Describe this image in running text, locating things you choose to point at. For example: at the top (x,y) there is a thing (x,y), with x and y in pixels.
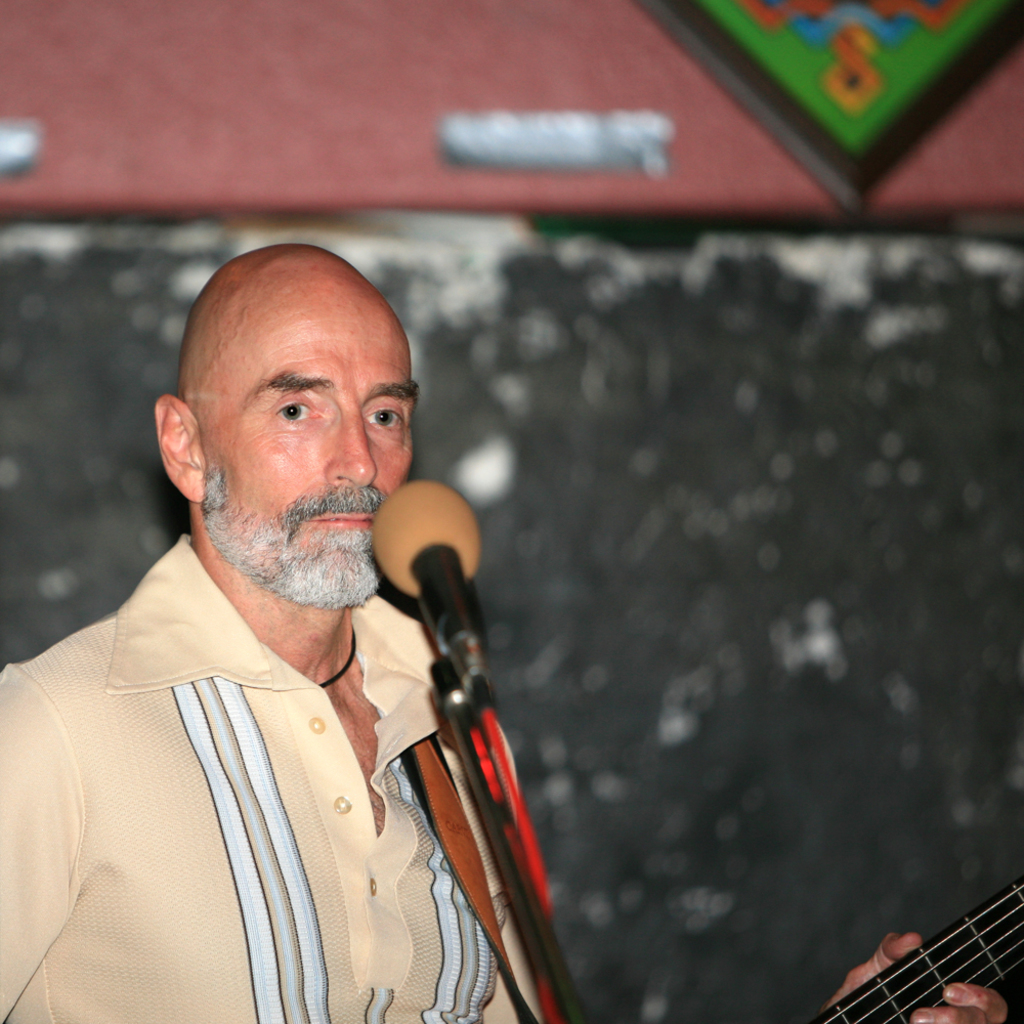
In this image on the left side (255,576) there is one person (305,563) in front of him there is one mike (415,524). On the background (481,408) there is a wall (252,176), it seems that this person (324,526) is holding a guitar (942,964).
